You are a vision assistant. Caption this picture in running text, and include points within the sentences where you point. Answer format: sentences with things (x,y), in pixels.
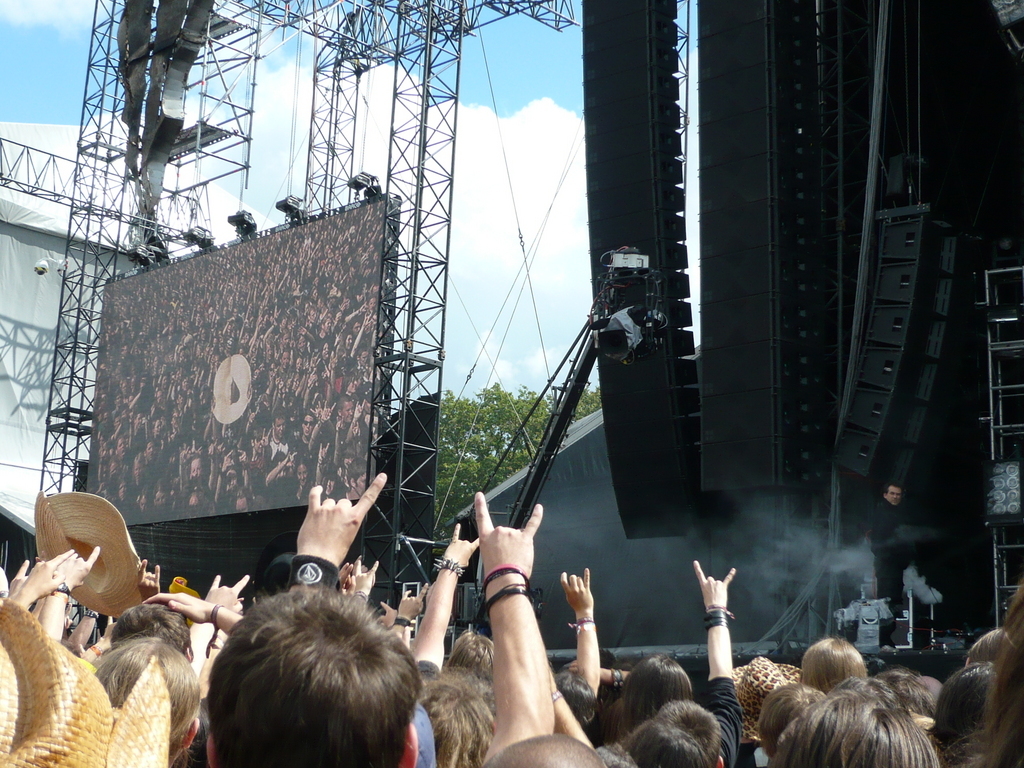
In this image we can see a person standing on a stage (927,638), on its left there is a screen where people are displayed and there are lights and metal objects (425,253) around it, in the background (809,474) there are speakers (786,31), lights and other objects (163,16), in front of the stage (821,506) there are audience (481,763).
